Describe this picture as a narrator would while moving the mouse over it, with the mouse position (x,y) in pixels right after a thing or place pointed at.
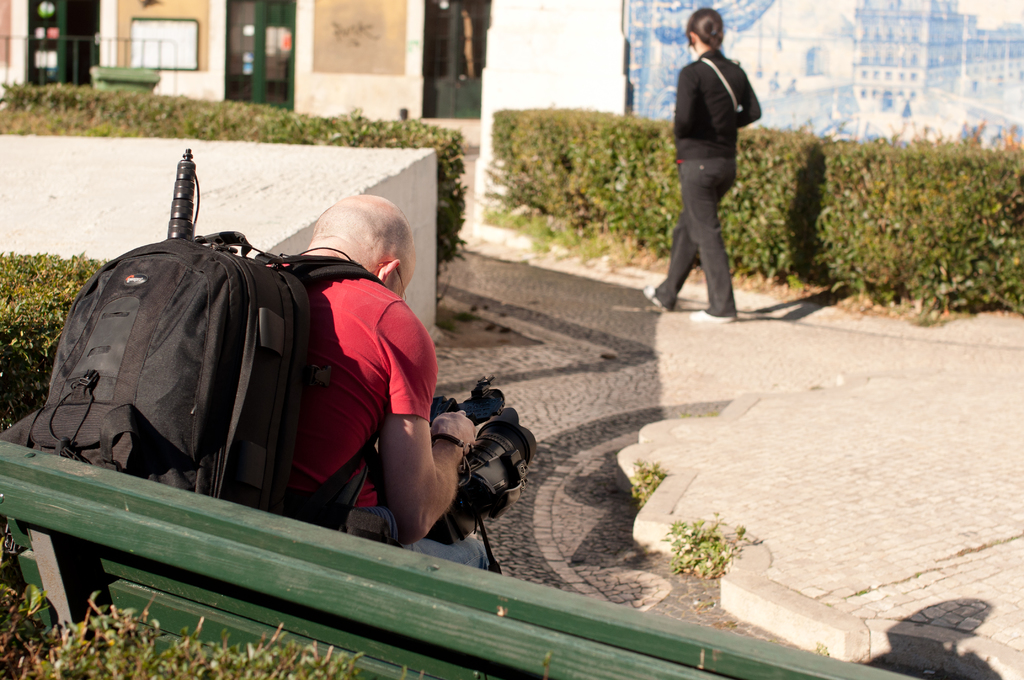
In this image i can see a man (424,454) sitting on a bench (268,519) wearing a bag (224,439) and holding a camera (470,468) at the back ground (683,121) i can see a woman (692,112) walking on a road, small trees (743,211), building (534,67) and a pole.
